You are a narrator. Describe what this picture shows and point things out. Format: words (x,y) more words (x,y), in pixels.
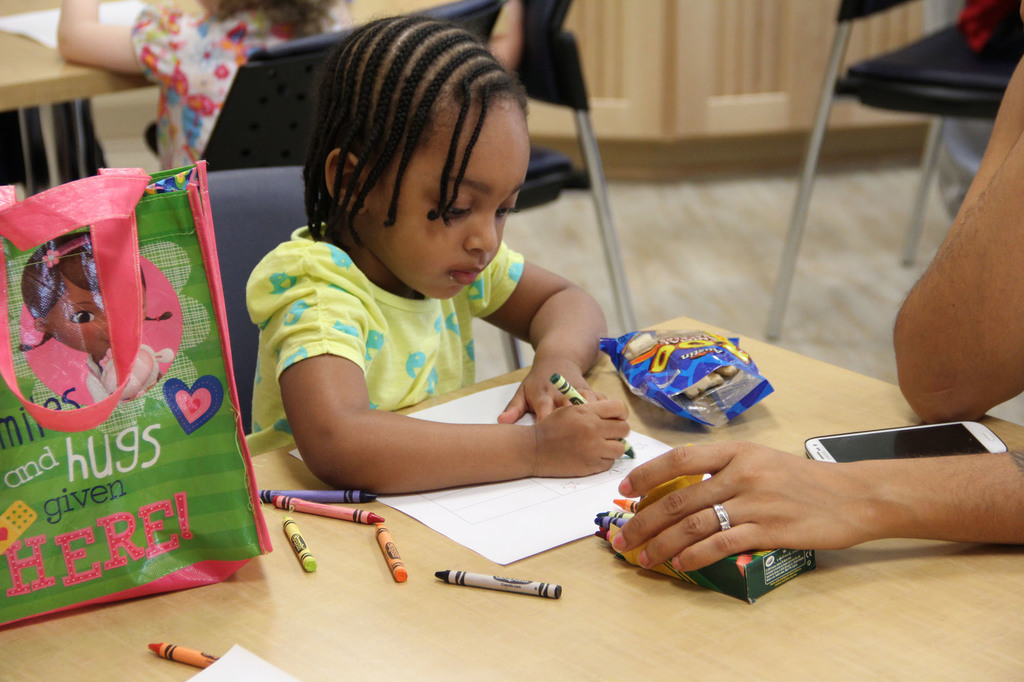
In this picture there is a table (613,655) at the bottom side of the image (459,580), on which there are crayons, a phone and a jute bag (120,290), there is a girl (560,330) in the center of the image (584,345), she is coloring and there is a lady (1009,243) on the right side of the image (1023,115) and there are other children (244,39) and chairs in the background area of the image (980,120).
